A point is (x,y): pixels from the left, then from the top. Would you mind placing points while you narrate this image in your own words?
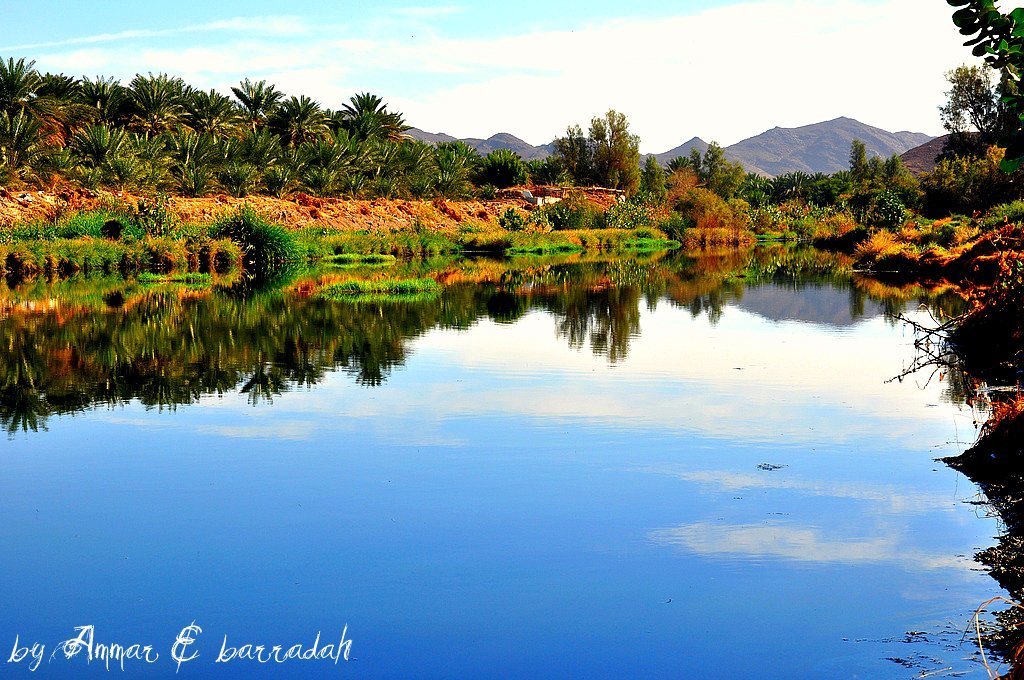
In this image, we can see so many trees (1017,178), plants (647,243), grass (38,260) and water (432,499). Background (494,30) there are few mountains (862,136) and sky (610,65). At the bottom (198,657), of the image, we can see a watermark (83,636).
